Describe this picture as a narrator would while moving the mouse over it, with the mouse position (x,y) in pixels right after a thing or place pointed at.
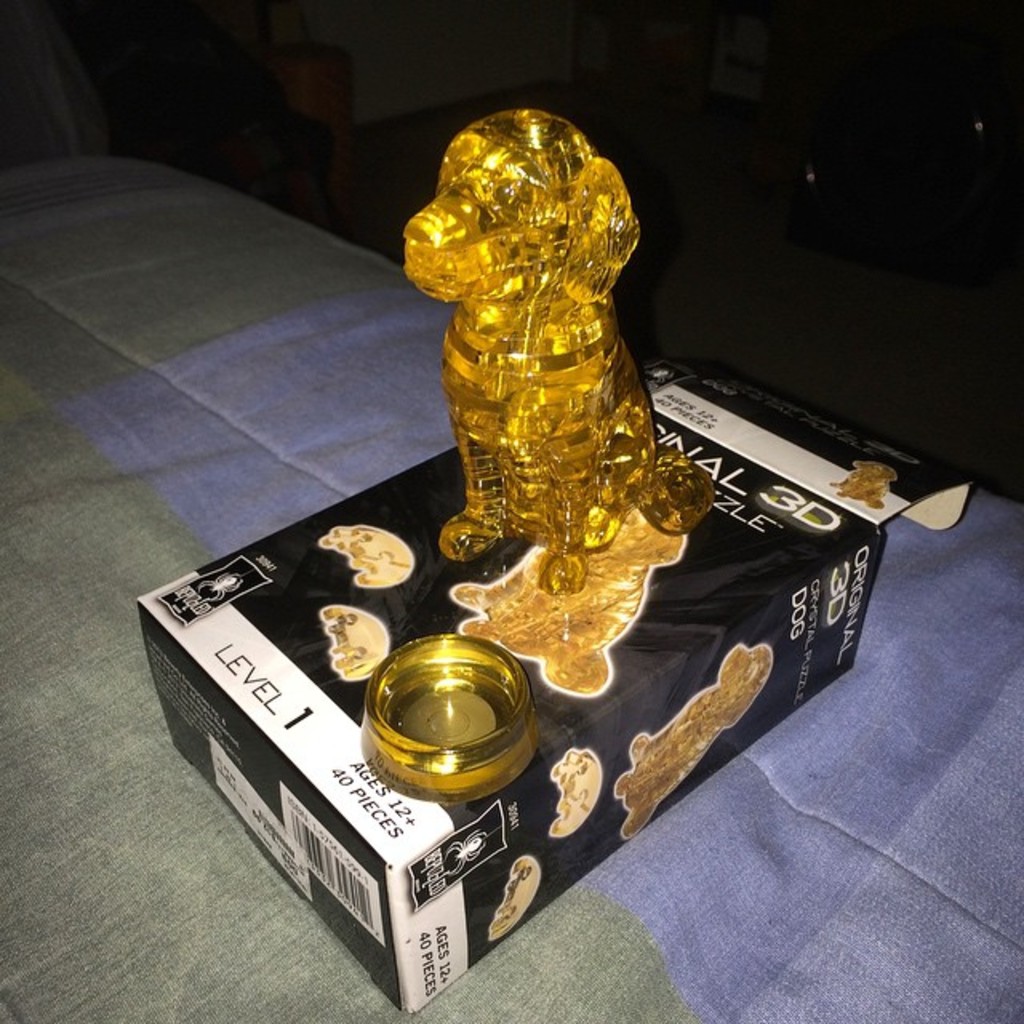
In this image there is a structure of a dog (618,464) on the cardboard box (620,622) and the box (534,632) is on the bed (921,840).
